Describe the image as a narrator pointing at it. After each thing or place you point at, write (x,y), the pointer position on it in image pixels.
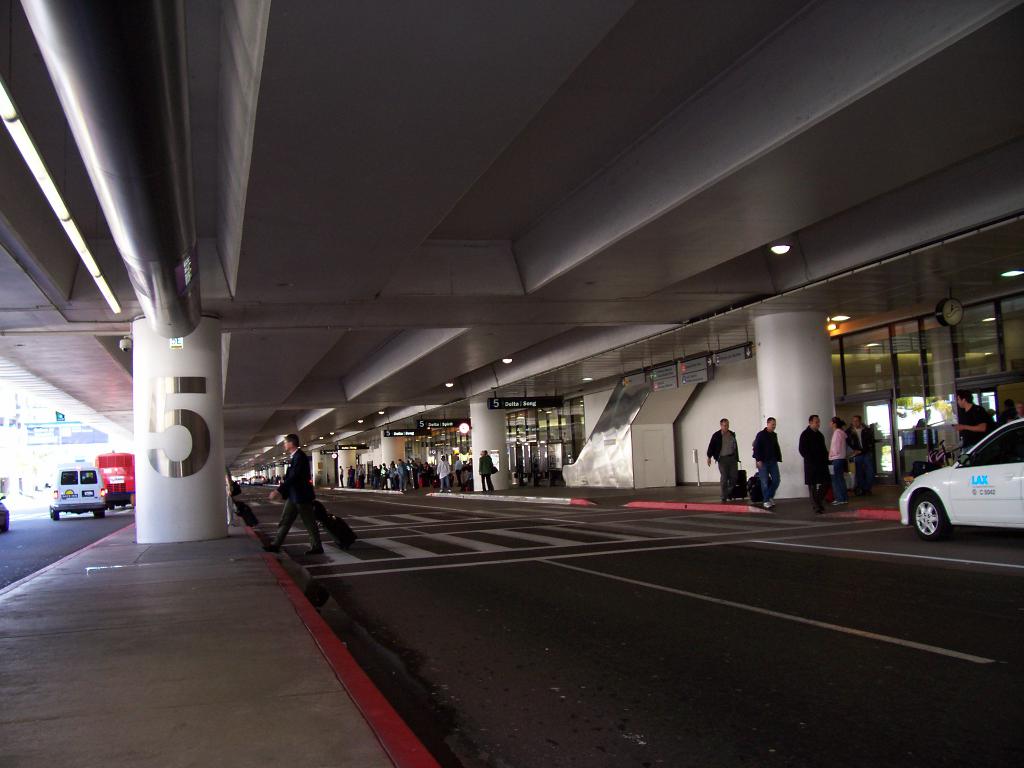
In this image we can see there are people (774,479) walking and holding bags (743,488). And there are vehicles (964,515) on the road (742,590). There is a building (705,442) with doors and window (557,446). And there are pillars (787,477) and boards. At the top (248,245) there is a ceiling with lights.
